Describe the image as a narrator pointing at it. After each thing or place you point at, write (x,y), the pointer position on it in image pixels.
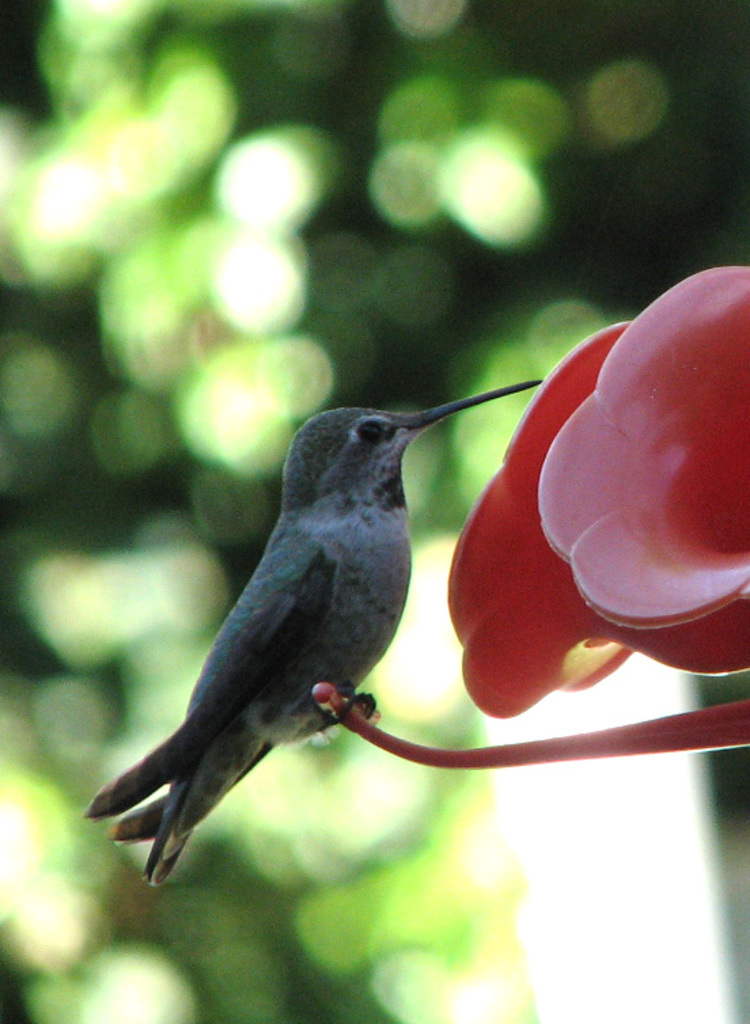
In this image there is a bird (283,578) in the middle (278,599). In front of the bird (270,628) there are two plastic flowers (531,516). In the background (327,250) there are green leaves (348,252).
